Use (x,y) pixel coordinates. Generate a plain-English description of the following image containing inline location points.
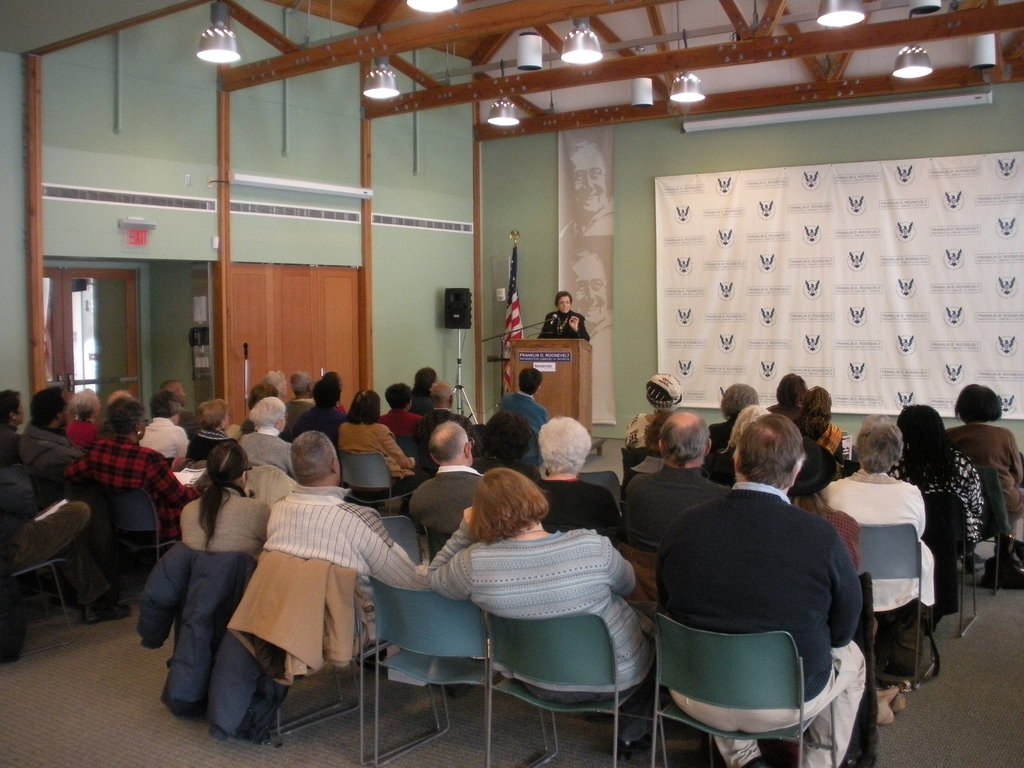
In the image we can see group of persons (541,546) were sitting on the chair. And back we can see banners (592,328). One person (584,335) standing in front of wood stand (563,355). And we can see flag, speaker (461,299), wall (392,173), lights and few objects (514,330).
